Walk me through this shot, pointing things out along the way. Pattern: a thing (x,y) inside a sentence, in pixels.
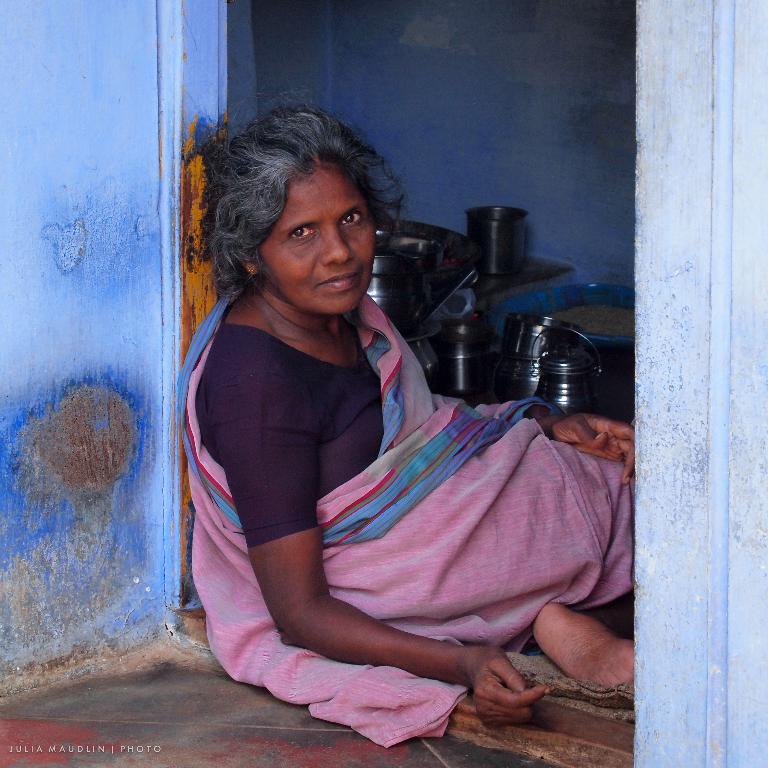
In the picture we can see a blue color house (570,186) near the door (565,702), we can see a woman (616,673) sitting and inside the house (471,23) we can see some steel items (540,359).
